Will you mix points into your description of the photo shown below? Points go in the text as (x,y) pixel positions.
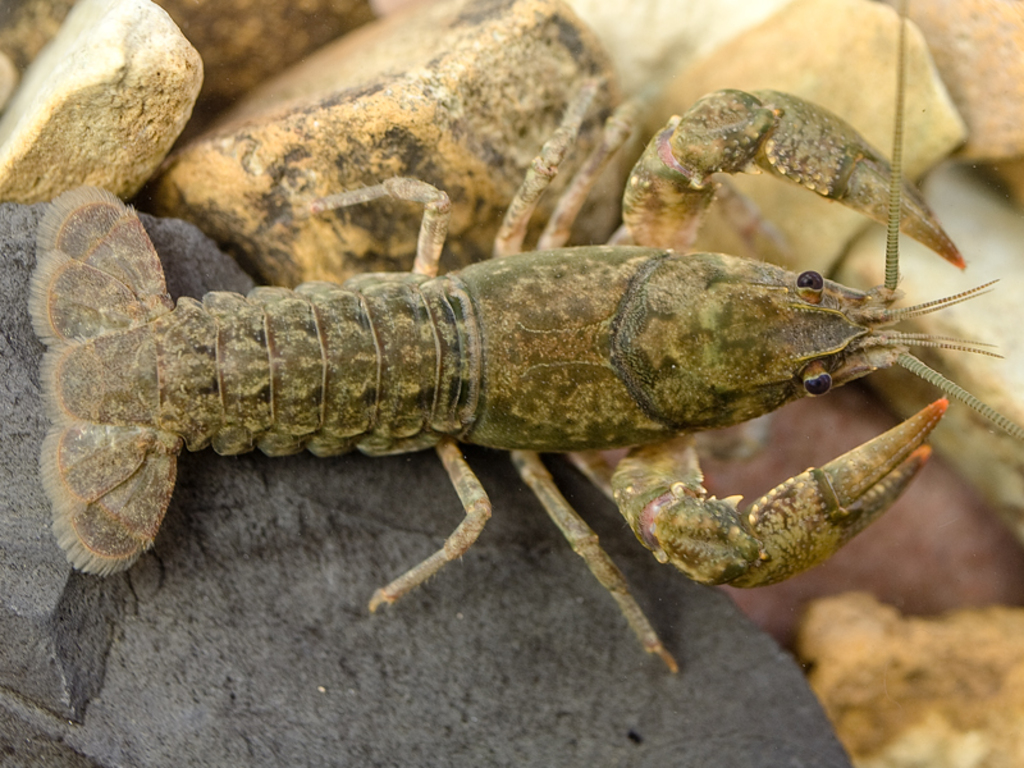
In the center of the image (452,289) we can see a crayfish (625,468) is there. In the background of the image (220,17) some rocks (344,555) are present.
